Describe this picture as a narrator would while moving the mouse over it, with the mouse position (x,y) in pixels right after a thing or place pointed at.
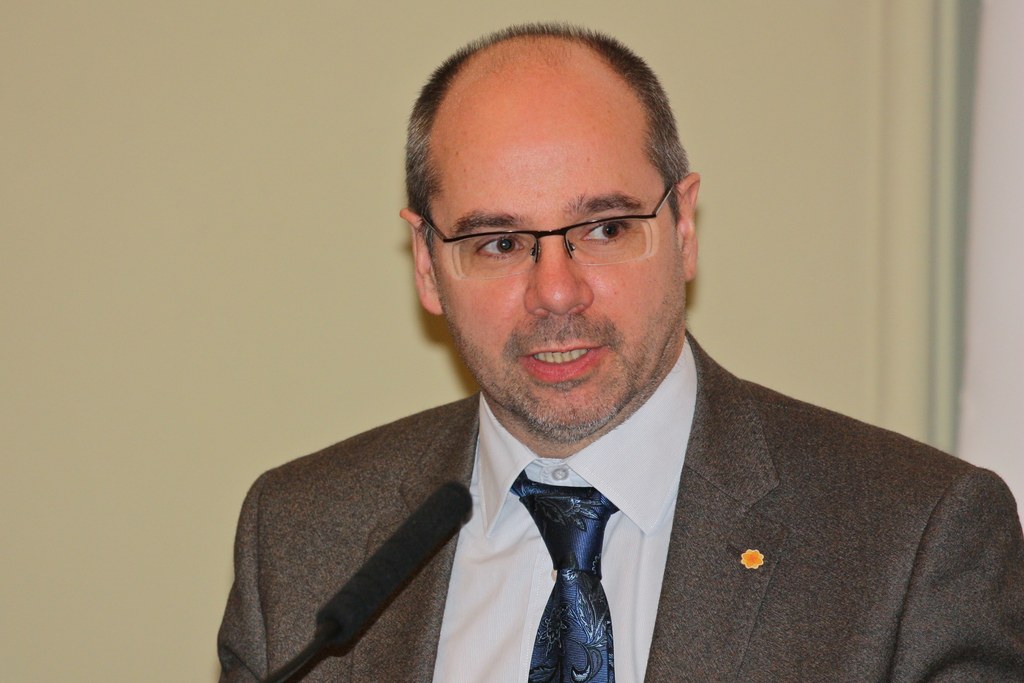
Here I can see a man (743,510) wearing a suit (768,609) and speaking on the mike (382,577) by looking at the right side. In the background (284,278) there is a wall (205,239).
